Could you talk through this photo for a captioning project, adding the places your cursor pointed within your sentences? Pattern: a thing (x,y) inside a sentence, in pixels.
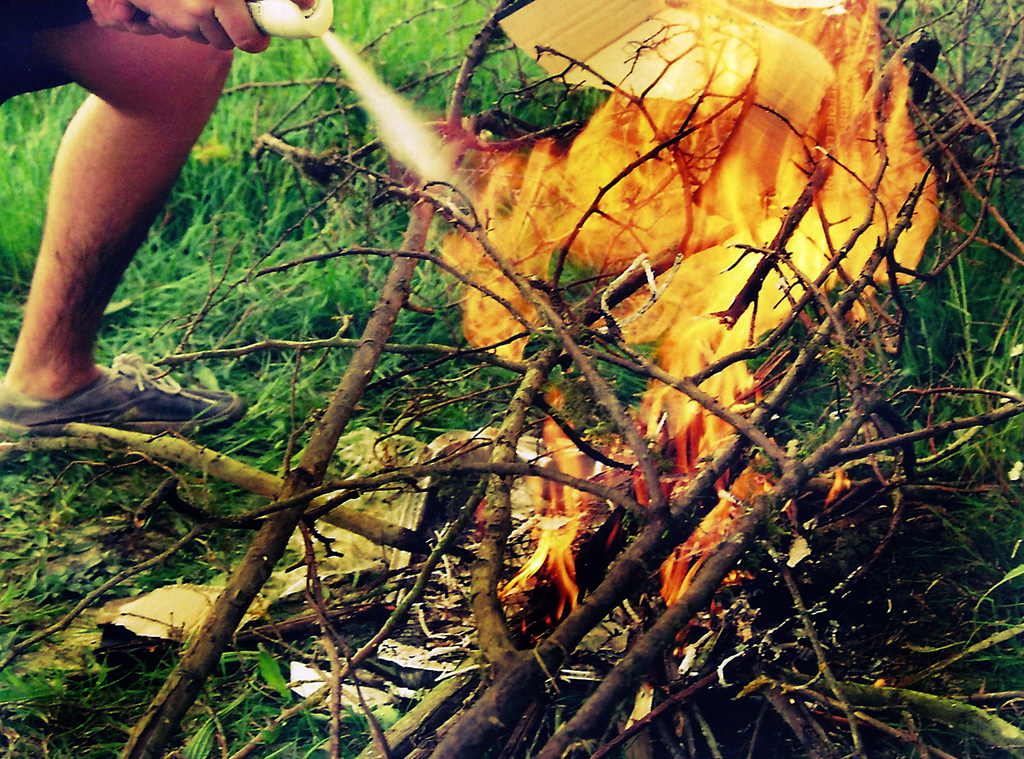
In the center of the image (554,328) we can see fire (702,364) and some sticks (712,558). In the background of the image (276,428) we can see a grass (249,427). At the top left corner (143,67) we can see a person (179,73) is holding bottle (280,16).
